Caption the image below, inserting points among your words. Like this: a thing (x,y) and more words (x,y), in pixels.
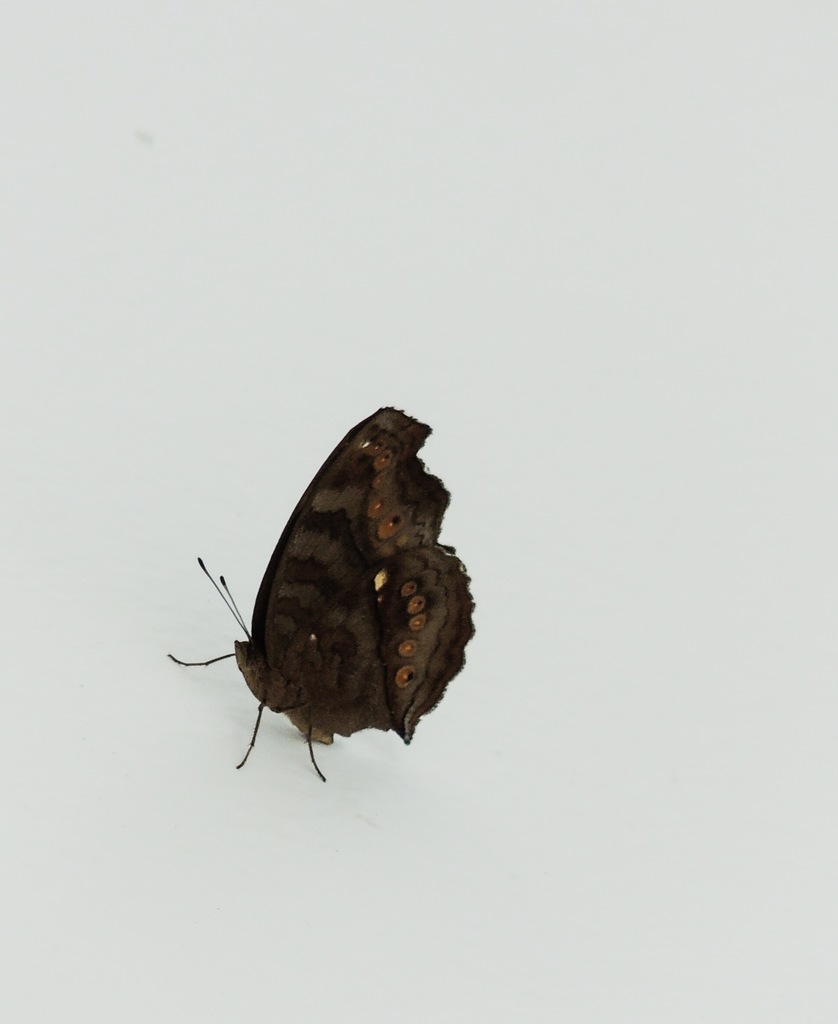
In this image I can see a brown colour butterfly (302,550) in the front (446,616) and I can also see white colour in the background (421,164).
